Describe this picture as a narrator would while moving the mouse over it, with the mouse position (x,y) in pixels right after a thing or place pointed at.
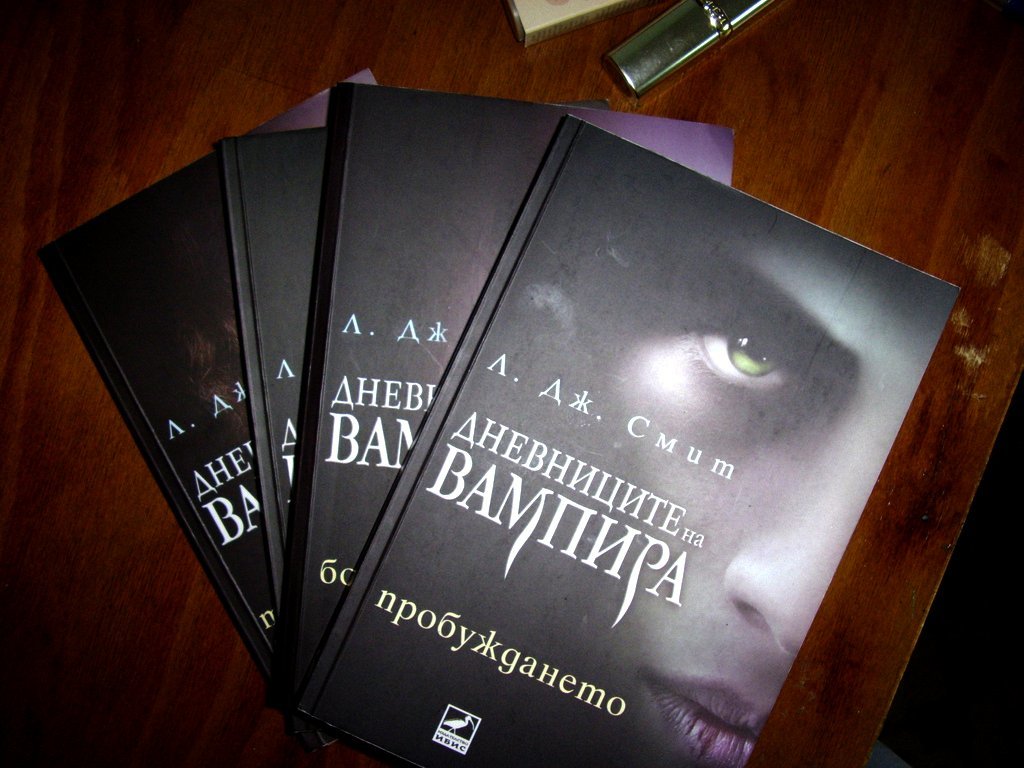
In this image we can see books (543,403) and two objects (669,38) on the wooden surface (104,620).
